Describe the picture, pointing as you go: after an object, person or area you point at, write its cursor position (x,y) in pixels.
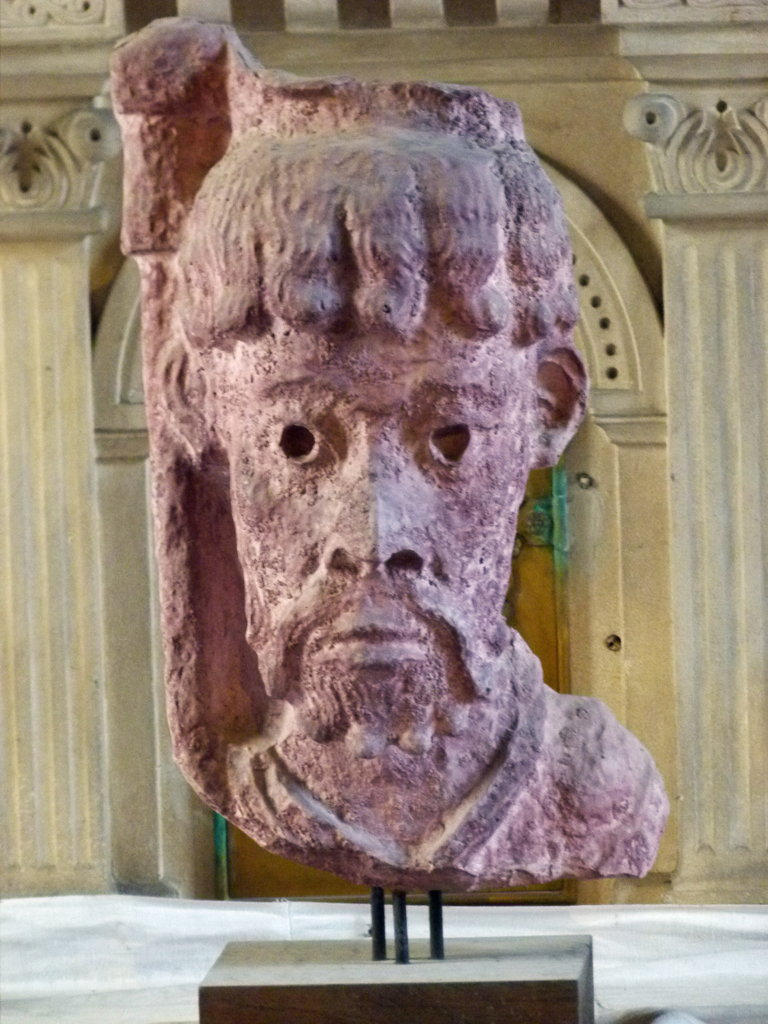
In the image there is a statue (574,818) and behind the statue (279,568) there are two pillars (682,510) and in between the pillars (714,527) there is an arch (139,425) and under the arch (133,510) there is a door (516,587).
